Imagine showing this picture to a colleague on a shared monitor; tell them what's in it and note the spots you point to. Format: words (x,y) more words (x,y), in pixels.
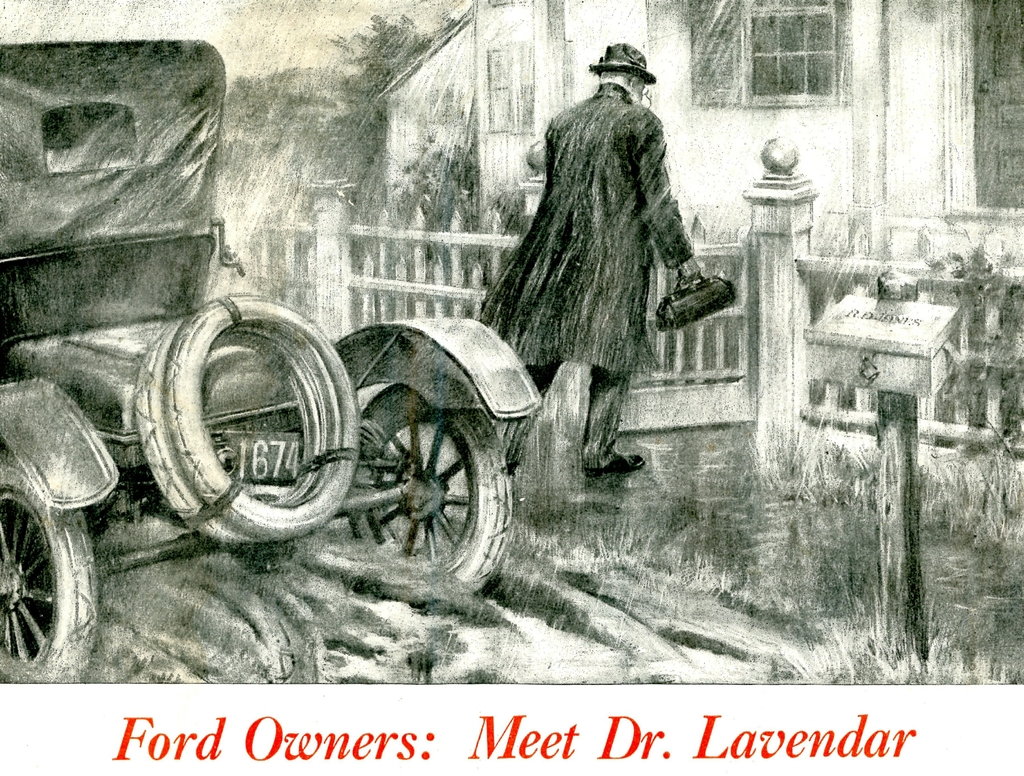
This is a poster having red color text (128,753) and an image. In the image, there is a vehicle (26,240) in the mud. Besides this vehicle (458,473), there is a person (617,264) holding a bag (667,318) and walking on a footpath (656,454). In front of him, there is a building (785,116), which is having a window (804,80) and a door (999,70), there is a fence (1011,358) and there are plants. In the background (388,23), there are trees (377,50) and there are clouds (235,17) in the sky (280,17).
